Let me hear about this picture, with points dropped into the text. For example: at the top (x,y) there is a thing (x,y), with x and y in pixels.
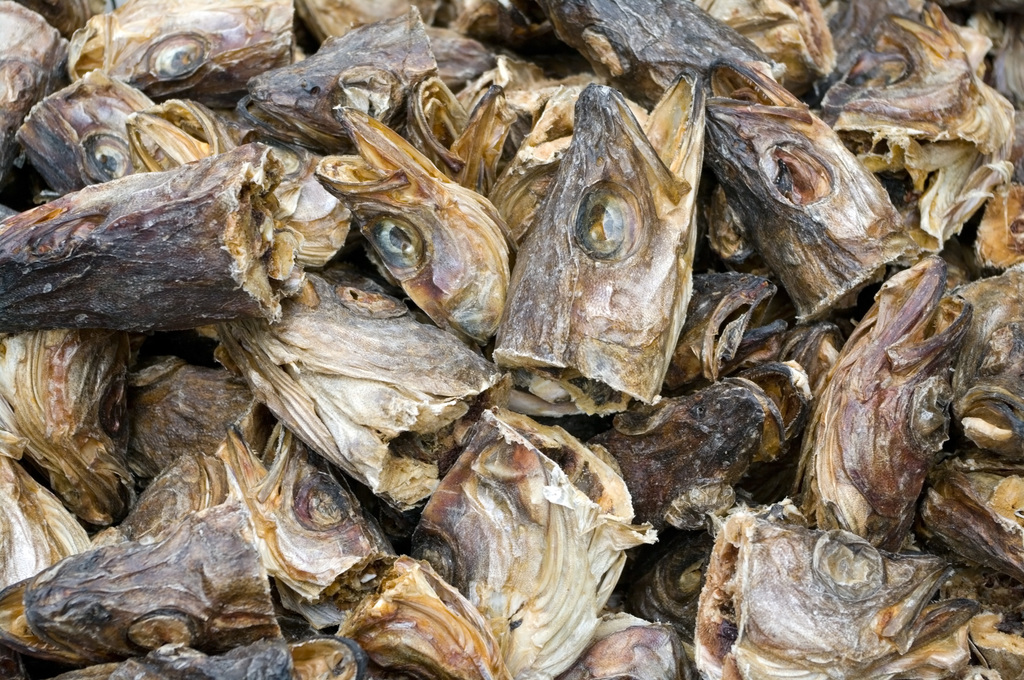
In this image there are fish heads (466,335).
